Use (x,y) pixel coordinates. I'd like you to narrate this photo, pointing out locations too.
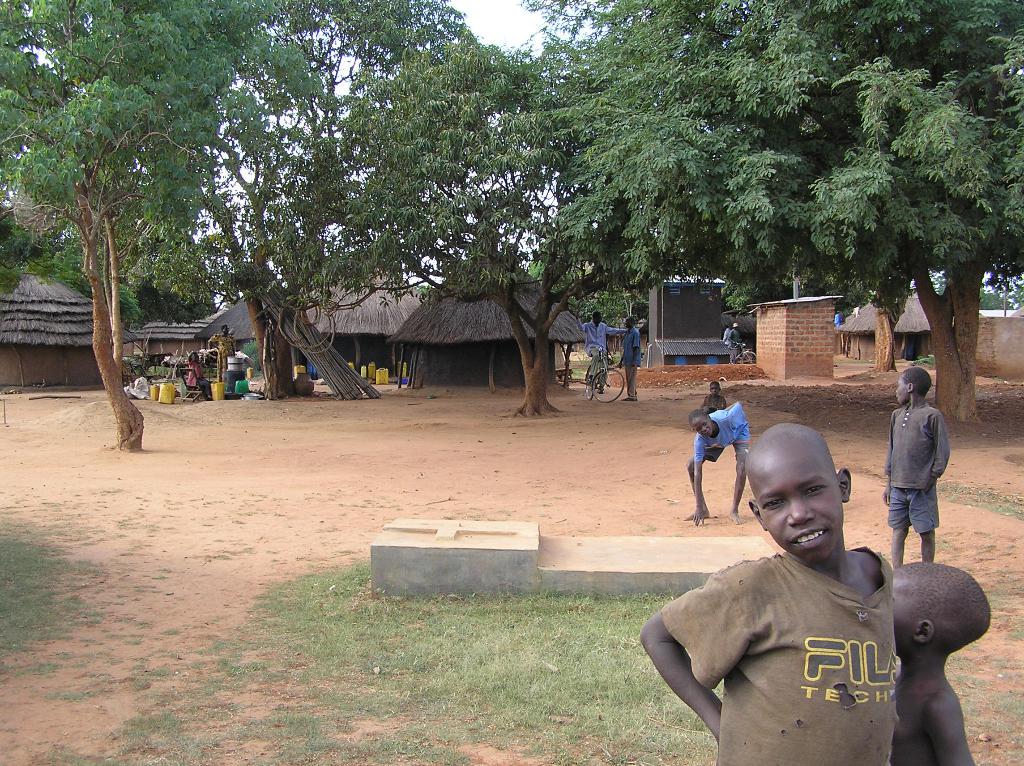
In this picture we can see group of people (832,520) and few trees (412,103), in the background (493,359) we can find few huts (352,311) and bicycles (611,370).
